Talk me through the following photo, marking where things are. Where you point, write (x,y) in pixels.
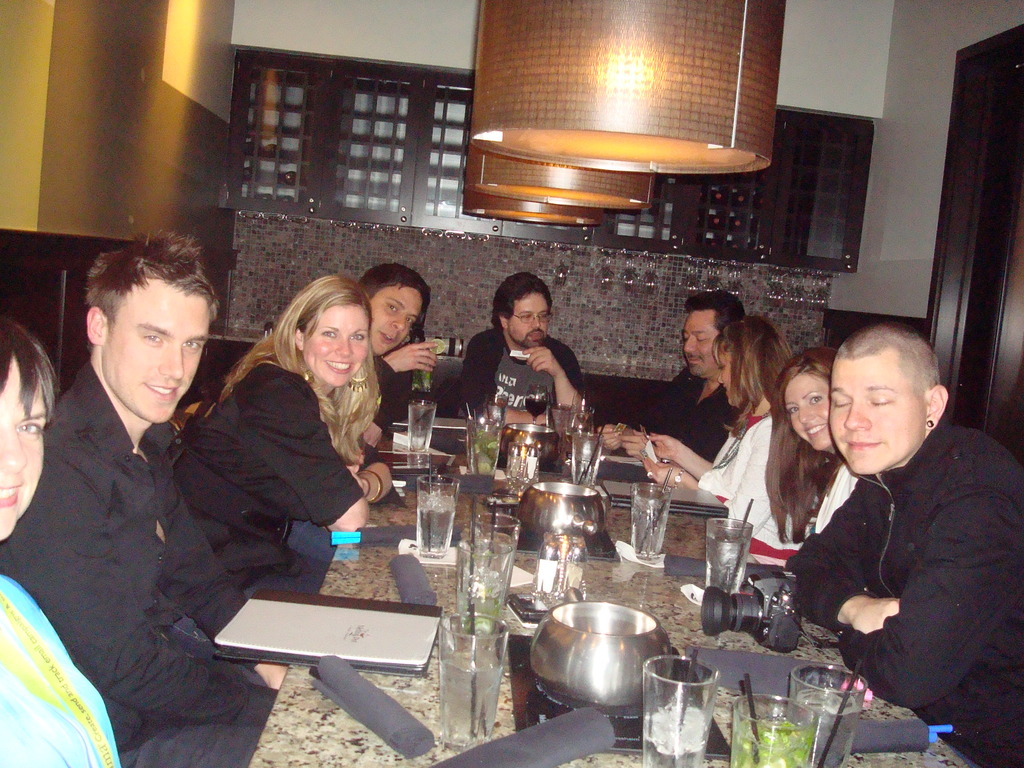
Group of people (328,485) sitting. We can see glasses (421,419), bowls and things (261,621) on the table (514,583). On the background (897,188) we can see wall (834,18). On the top (540,91) we can see lights (562,175).
